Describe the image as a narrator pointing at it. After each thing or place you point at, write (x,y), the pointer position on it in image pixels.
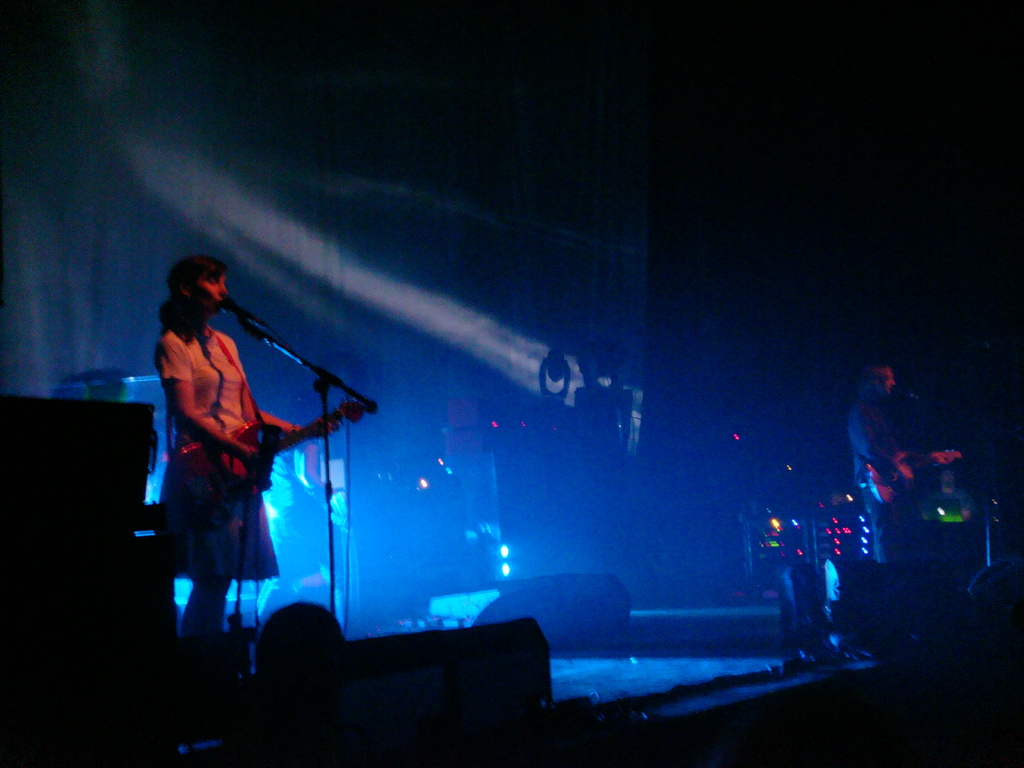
In this image, we can see a person (228,363) standing in front of the mic (313,368) and playing a musical instrument (293,437). There is an another person (855,429) on the right side of the image (868,424) holding a musical instrument (882,495).
